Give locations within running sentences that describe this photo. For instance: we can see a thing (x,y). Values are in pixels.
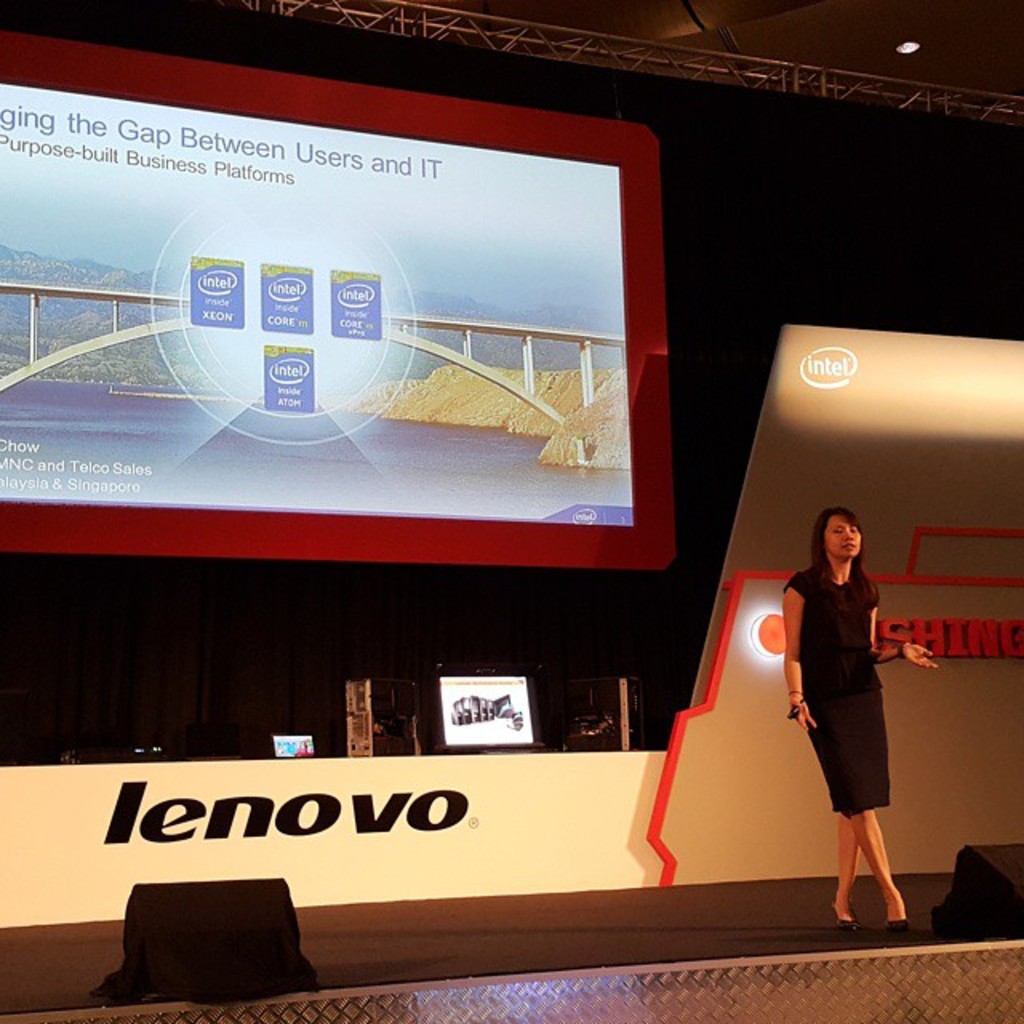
In this image I can see a woman (861,735) is standing on the right side (900,915) and I can see she is wearing black colour dress (842,733) and black shoes (846,923). I can also see few black colour things (958,919) in the front (968,882) and in the background (463,286) I can see a screen (196,403) and few other stuffs (522,720). I can also see something is written on the left (295,385) and on the right side of this image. On the top right side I can see a light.
